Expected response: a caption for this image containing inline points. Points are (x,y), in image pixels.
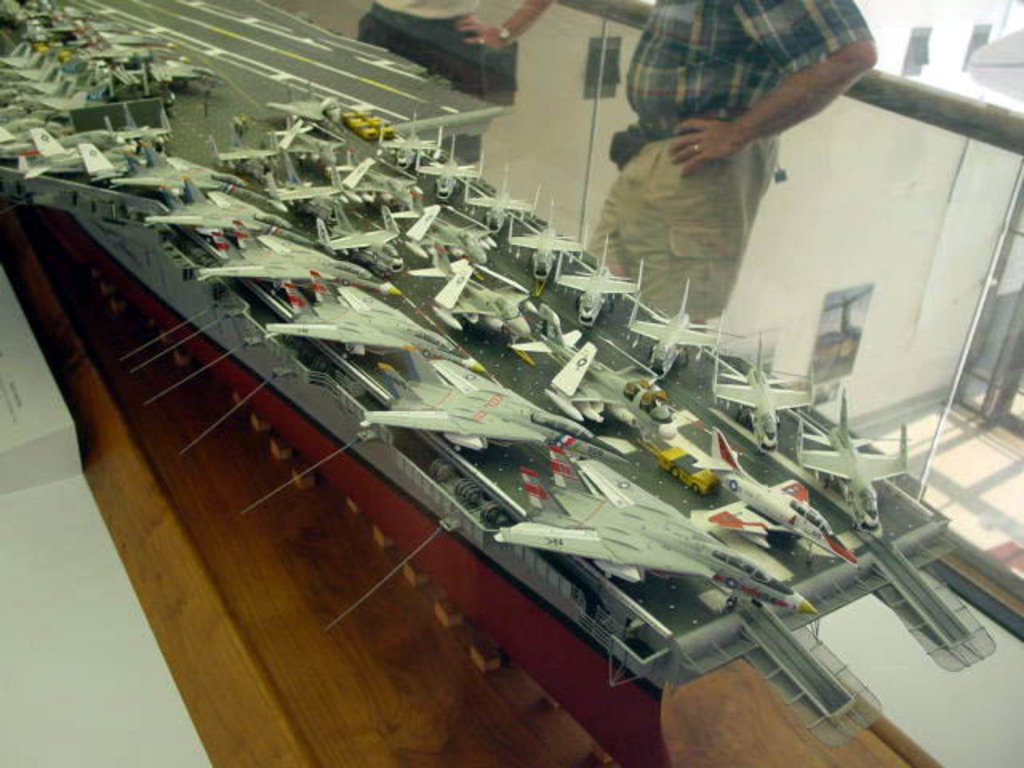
In this image we can see demo of some air crafts (136,182) which are parked on the deck (313,163) and in the background of the image (410,44) there are two persons (637,94) standing near the glass fencing (913,255) through which we can see a building (929,357).
